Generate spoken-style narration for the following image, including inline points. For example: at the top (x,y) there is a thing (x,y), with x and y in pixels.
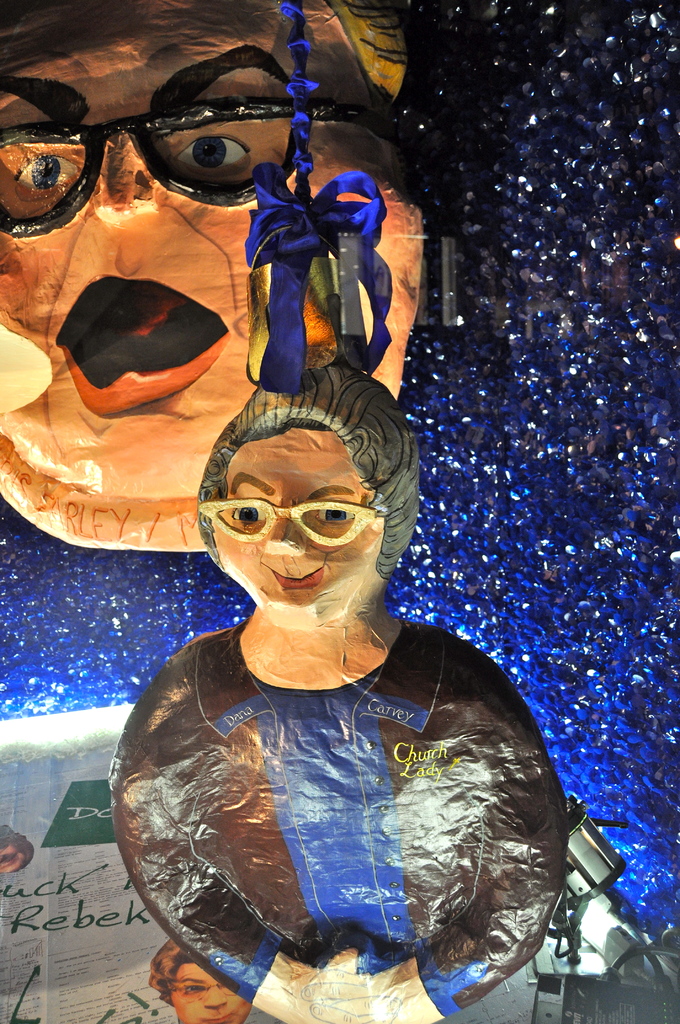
In this image I see a depiction of a woman (267,595) and a depiction of a face (97,88) and I see the blue color thing (271,220) over here and I see the blue color wall (454,574) and I see an electronic device (595,895) over here and I see few words (85,921) written over here.
